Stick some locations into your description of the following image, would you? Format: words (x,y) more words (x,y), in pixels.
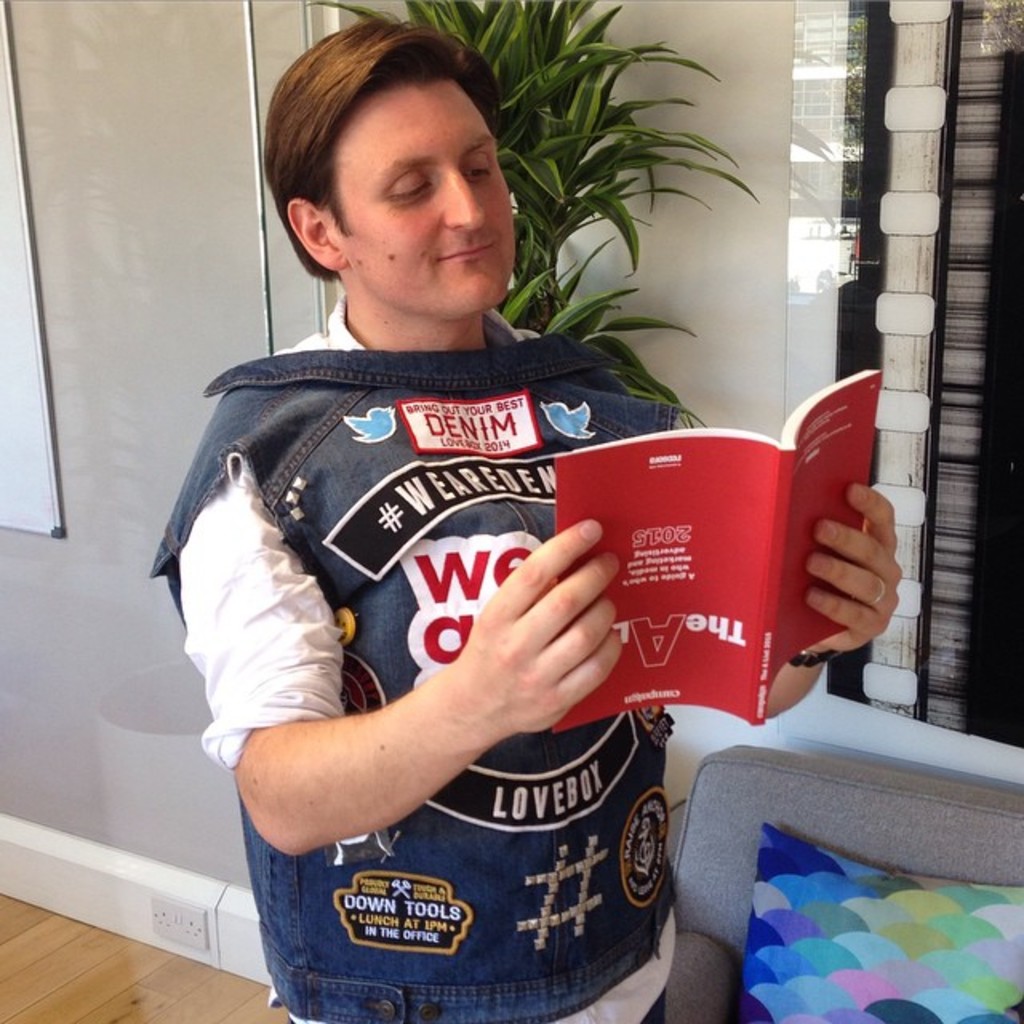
In this picture I can see a man (325,566) holding a book (672,630) in his hand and looks like a chair (997,839) and a cushion (848,1000) on it and I can see a plant (553,226) in the back (528,281) and looks like a white board (19,508) on the left side (11,248).
